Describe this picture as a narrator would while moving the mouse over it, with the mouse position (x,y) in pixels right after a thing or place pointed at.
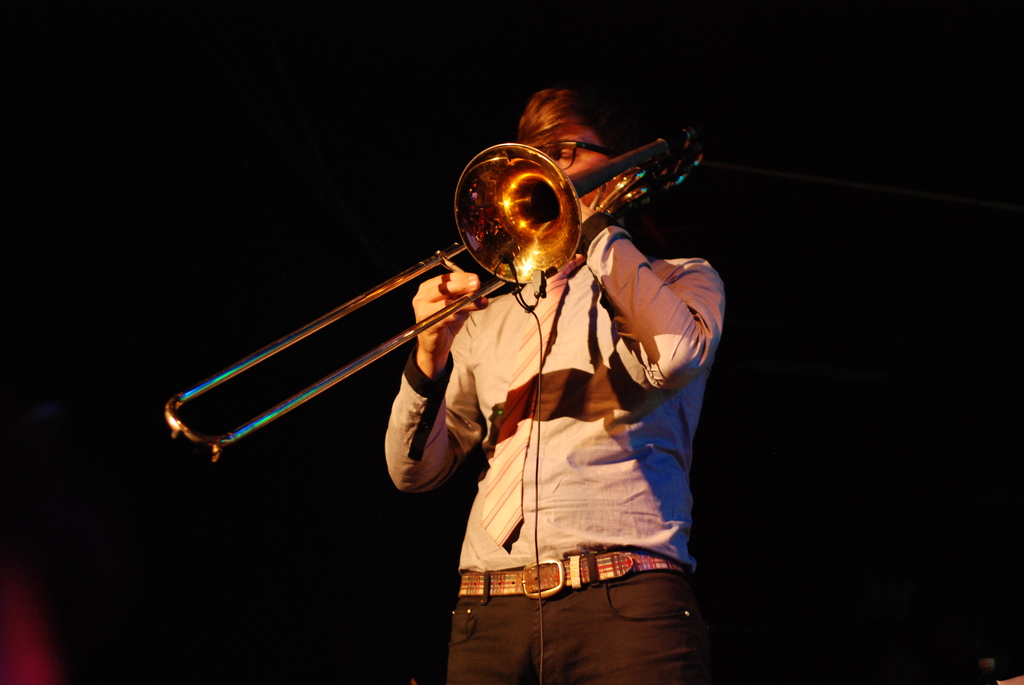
In this picture, we can see a person (557,424) holding a musical instrument (489,192), and we can see the dark background (28,64).
